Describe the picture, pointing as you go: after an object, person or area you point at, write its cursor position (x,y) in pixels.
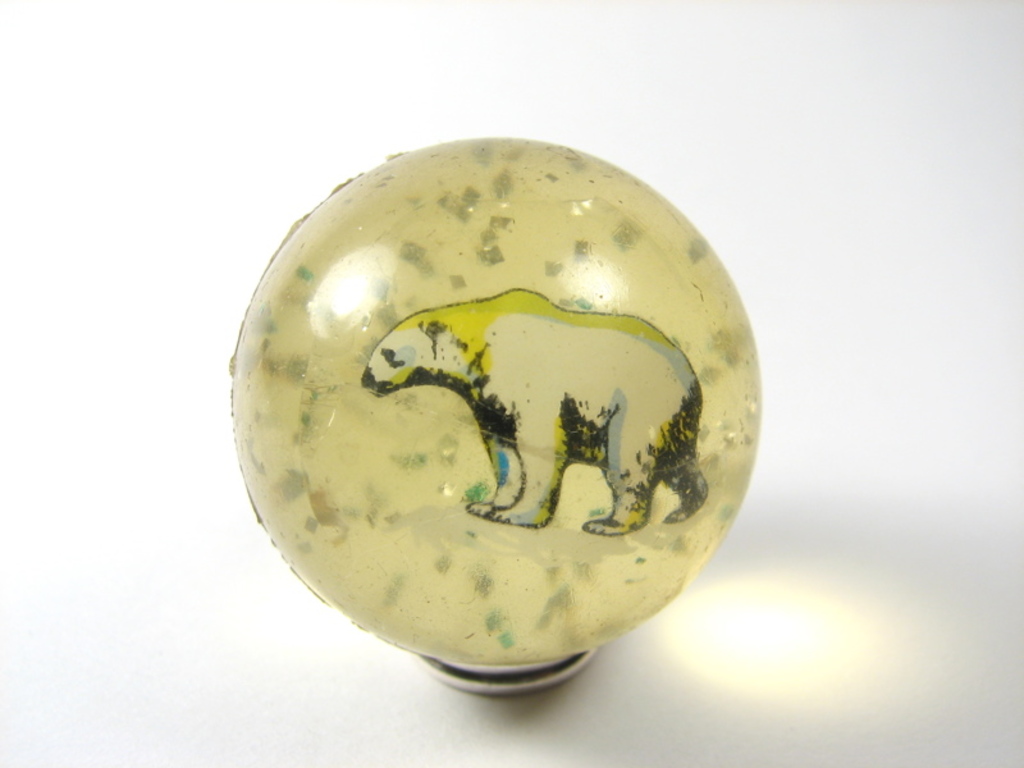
There is a ball shaped object (517,443) which has a painting (540,380) of a bear (509,396) on it. The background (91,16) is white.
